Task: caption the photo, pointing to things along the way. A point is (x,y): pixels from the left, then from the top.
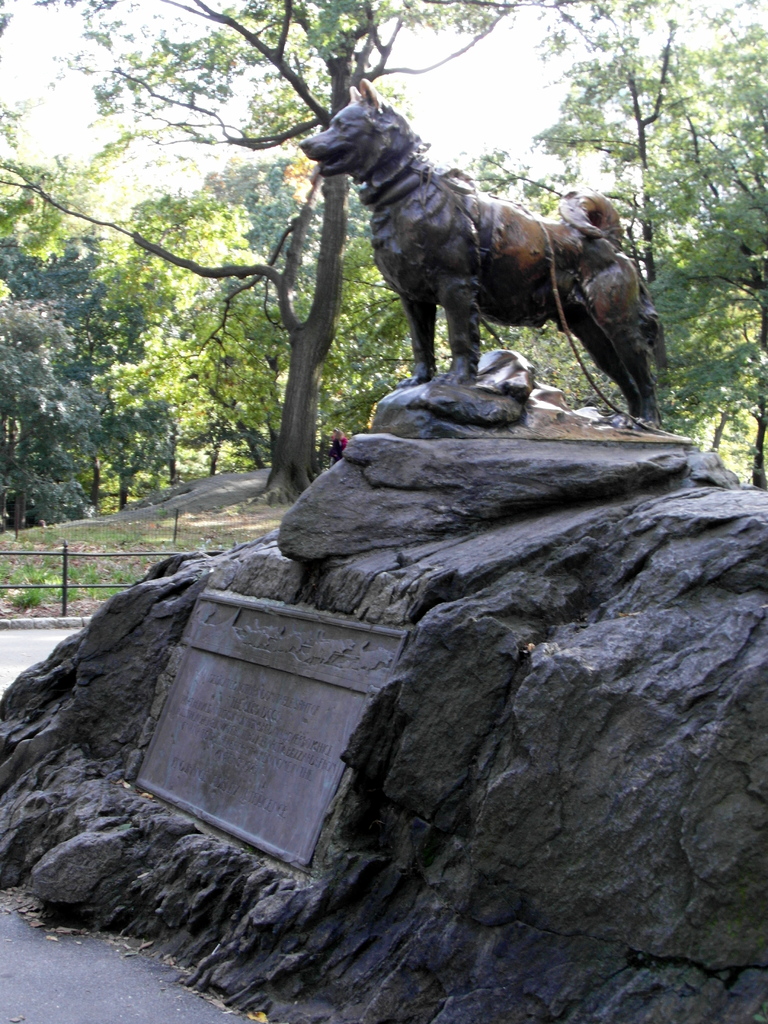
This image consists of a sculpture (423,310) of a dog (472,272) made up of metal (516,233). At the bottom (208,877), there is a memorial stone (224,756). In the background (298,343), there are trees (332,199). At the top (436,39), there is a sky (394,49).
